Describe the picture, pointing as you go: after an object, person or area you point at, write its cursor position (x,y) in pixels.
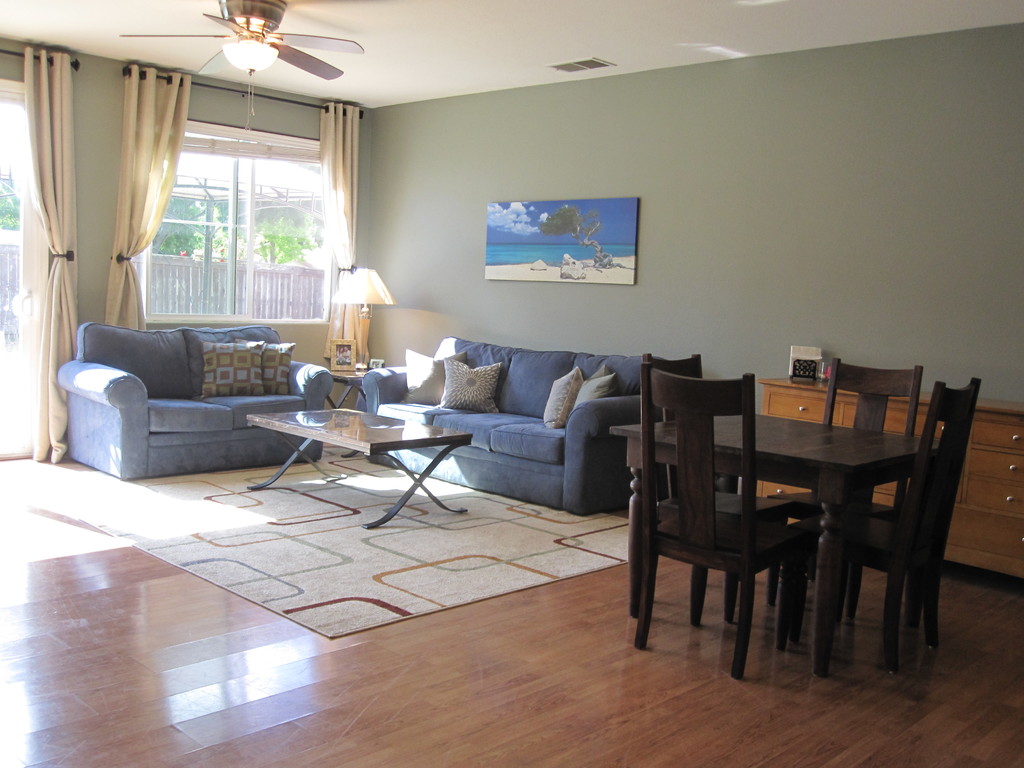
This is an image clicked inside the room (787,312). On the right side of the image (824,155) I can see a wall (572,136). On the top of the image (251,36) there is a light (249,57). On the left side of the image (143,185) I can see white color curtain (143,158). On the right bottom of the image (799,523) there is a table (833,462) and four chairs (736,536) are placed around it. In the middle of the room (439,408) I can see a blue color couch (515,417) and some pillow (462,386) are placed on it. In front of the couch (452,417) there is a glass table (363,436).
